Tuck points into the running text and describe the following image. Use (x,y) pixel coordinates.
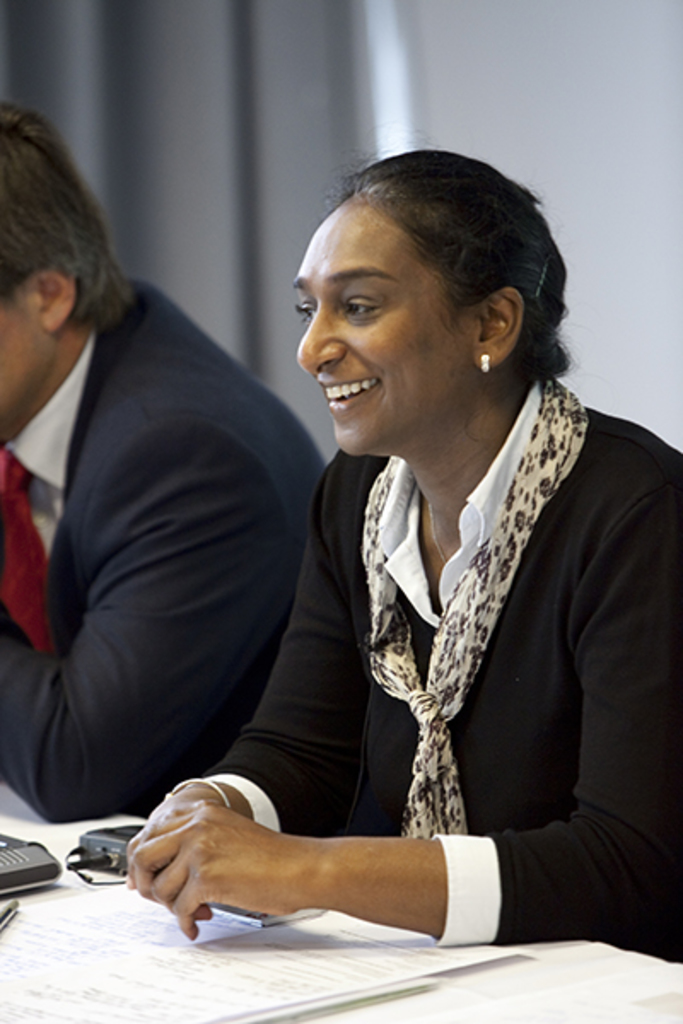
In this image I can see two people (338,587) sitting and wearing different color dresses (253,709). I can see few papers (125,932) and some objects (128,831). Back I can see a grey and white background (554,116).
